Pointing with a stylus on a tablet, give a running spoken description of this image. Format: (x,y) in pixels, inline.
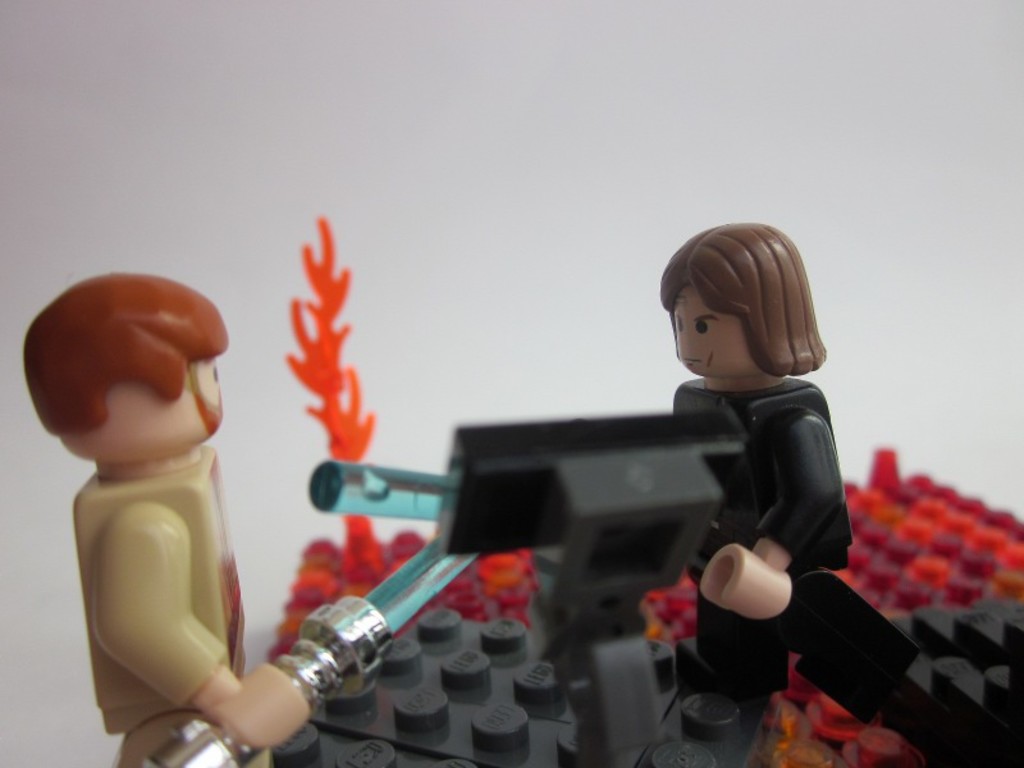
In the center of the image (651,482) there are toys (314,555). At the bottom of the image (731,702) there are lego toys (838,654). In the background of the image (29,732) there is wall (453,170).
